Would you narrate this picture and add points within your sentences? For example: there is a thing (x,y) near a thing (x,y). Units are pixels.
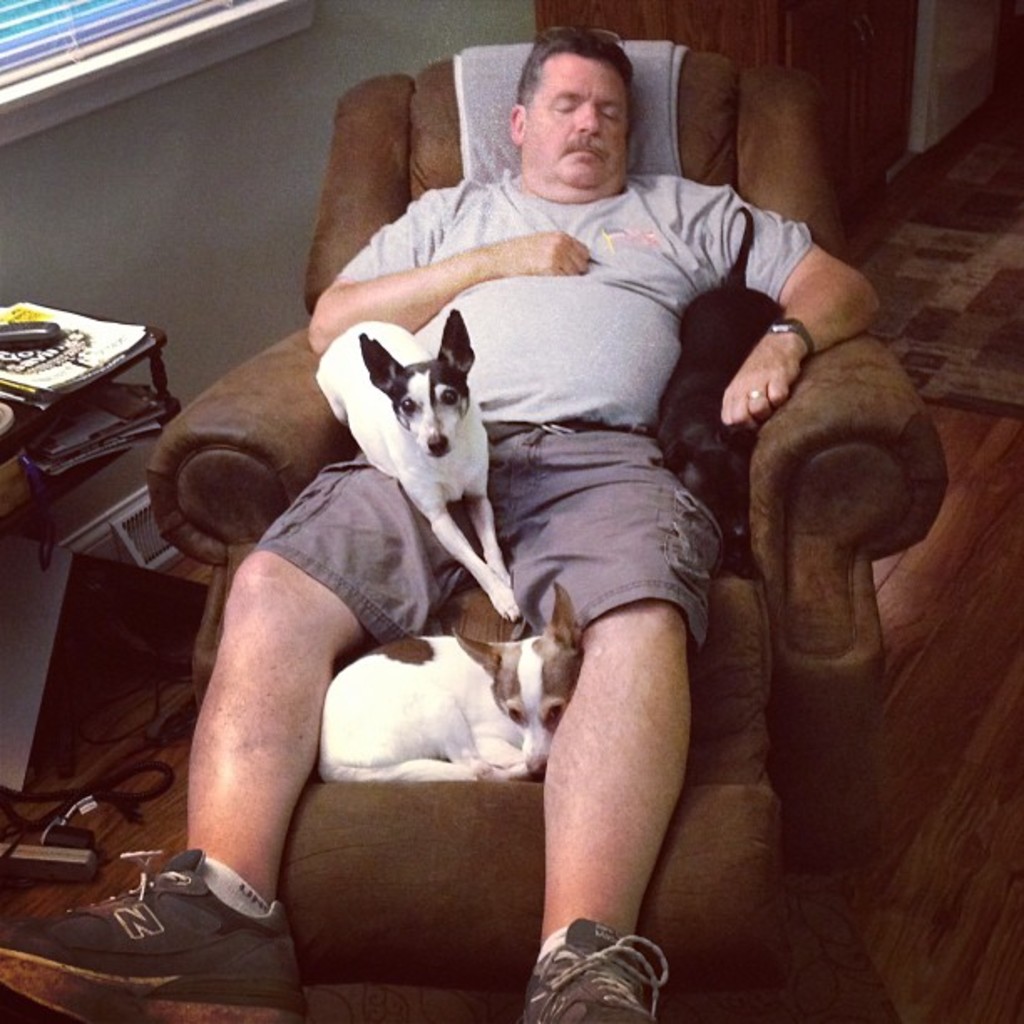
In this image, In the middle (452,655) there is a sofa (785,749) which is in brown color on that sofa (703,679) there is a man (797,297) sleeping and there are two dogs (446,688) which are in white color, In the left side (82,257) there is a wall (162,188) in gray color and there is a window (139,38) in white color and there is a floor (900,740) which is in brown color.
